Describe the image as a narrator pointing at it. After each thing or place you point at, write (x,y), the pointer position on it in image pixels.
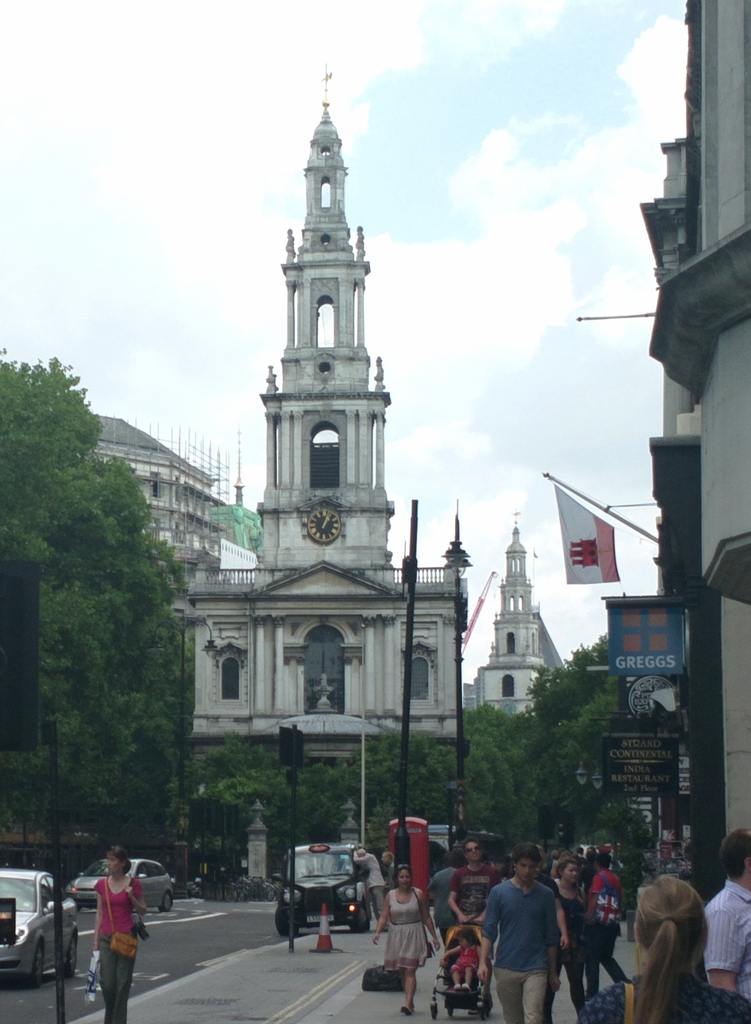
In this image in front people (402,878) are walking on the road (327,953). At the center of the image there are cars (165,892) parked on the road (227,906). Beside the road (259,914) there are street lights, traffic signals (293,814). On the backside (330,767) there are buildings (268,598), trees (61,516) and on the right side of the image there is a flag (586,564). In the background (48,151) there is sky (114,267).
